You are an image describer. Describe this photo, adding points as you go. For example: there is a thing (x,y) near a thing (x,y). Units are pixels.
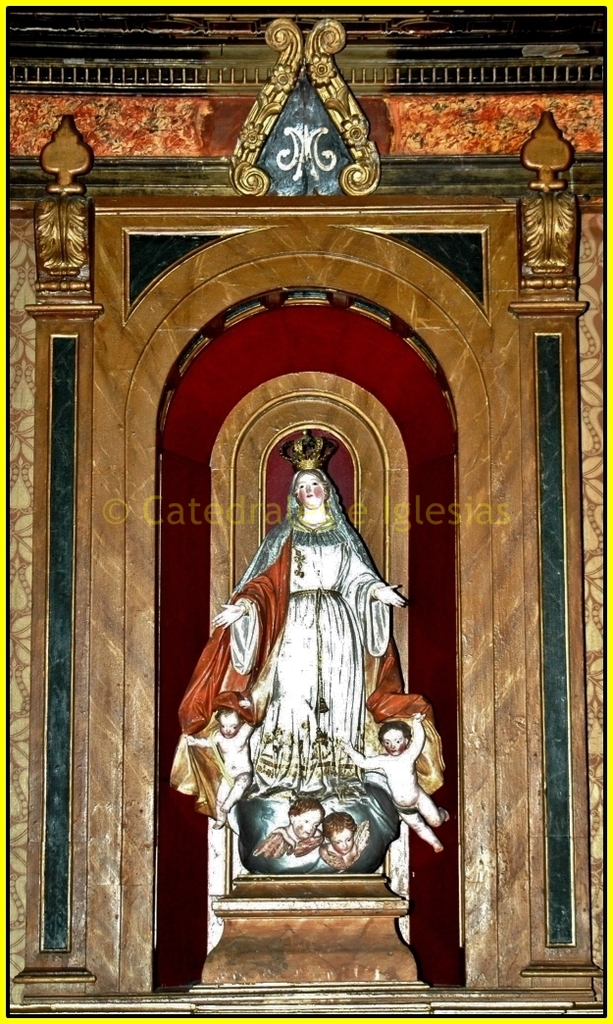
This image is taken in a church (264,441). In the middle of the image (273,572) there is a statue (342,701). In the background (349,424) there is an architecture (426,447).
